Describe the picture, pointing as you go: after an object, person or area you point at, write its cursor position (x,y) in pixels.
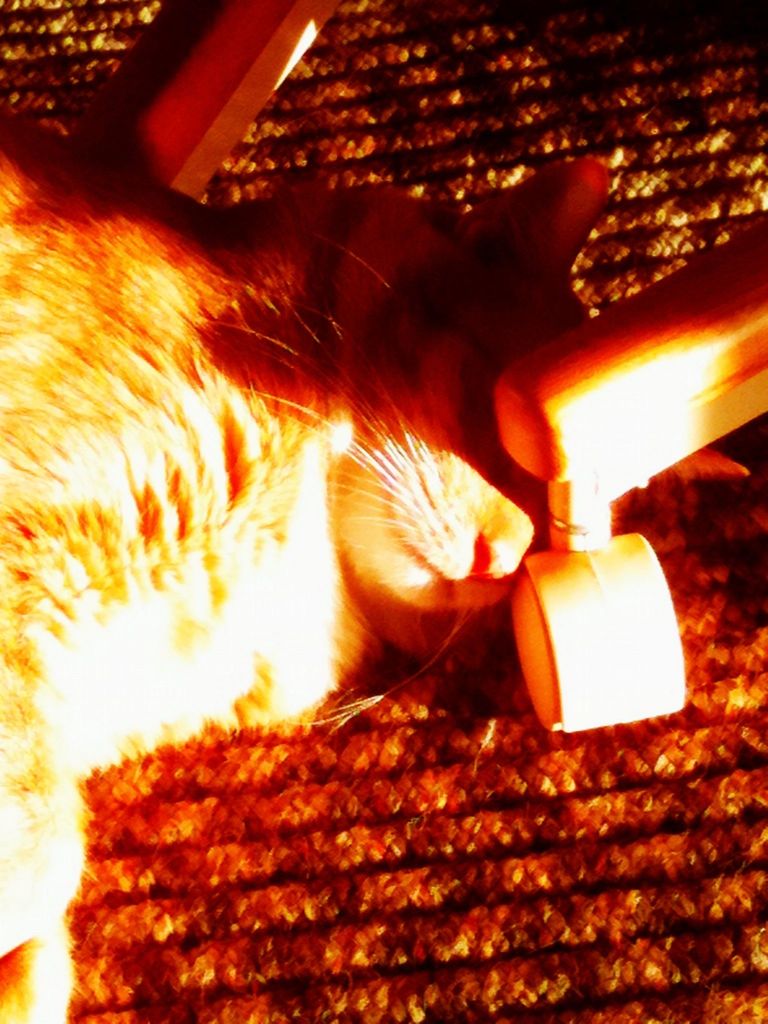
In this image there is a cat (340,520) lay on the mat (412,779), beside the cat (368,544), we can see the wheel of the chair (659,461).
